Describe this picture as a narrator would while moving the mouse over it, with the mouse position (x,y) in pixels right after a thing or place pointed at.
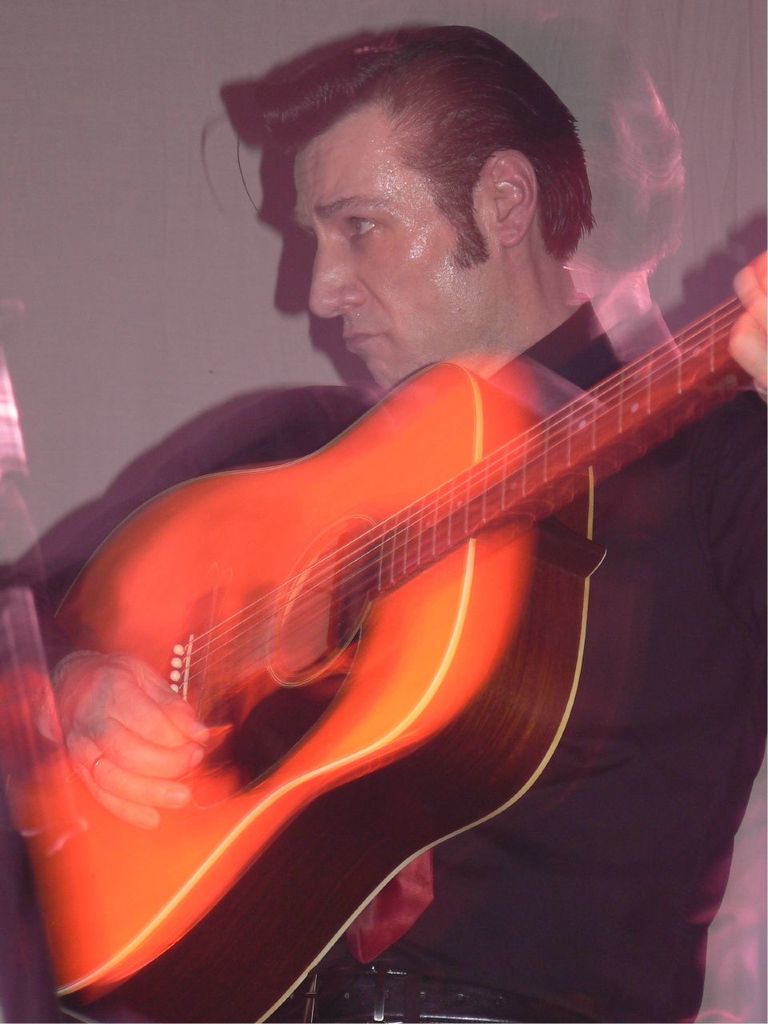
A man (336,85) is playing a guitar (213,850) in his hands (158,777).
